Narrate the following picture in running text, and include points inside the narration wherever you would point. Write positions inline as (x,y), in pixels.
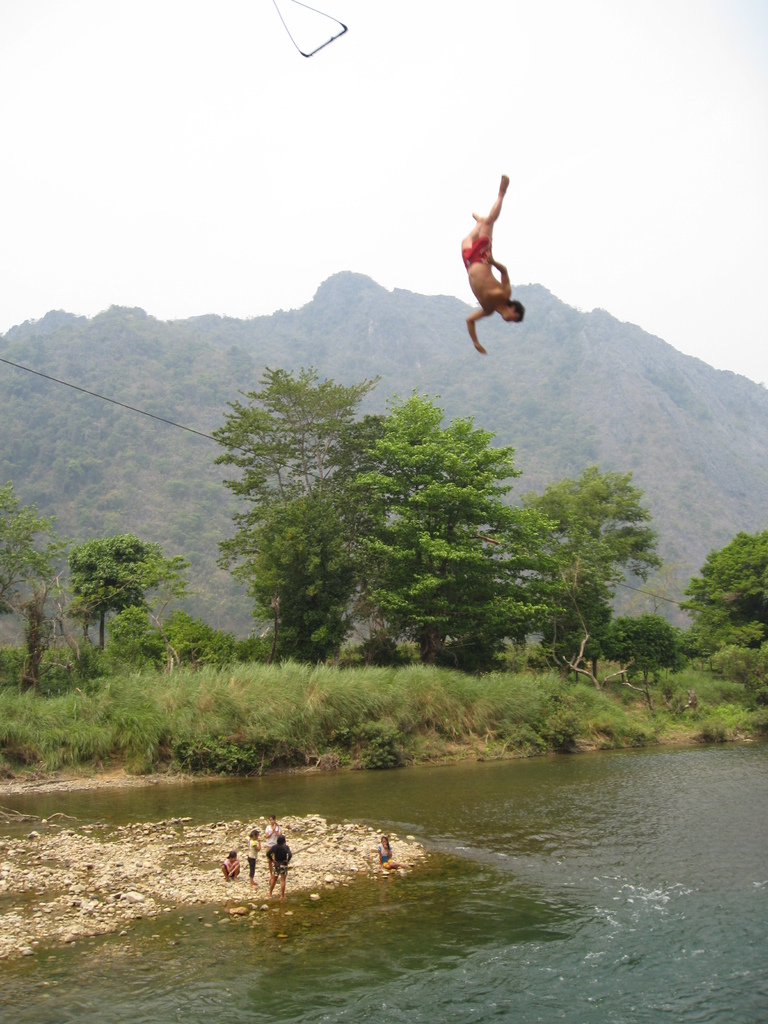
In this image, we can see a person (477,270) in the air (505,235). At the bottom (640,968), there are few people (255,851), stones (245,886) and water (408,927). Background (763,669) we can see plants (15,718), trees (738,648), hill (742,440) and sky (246,209). Top of the image (321,45), we can see some object (321,13).
